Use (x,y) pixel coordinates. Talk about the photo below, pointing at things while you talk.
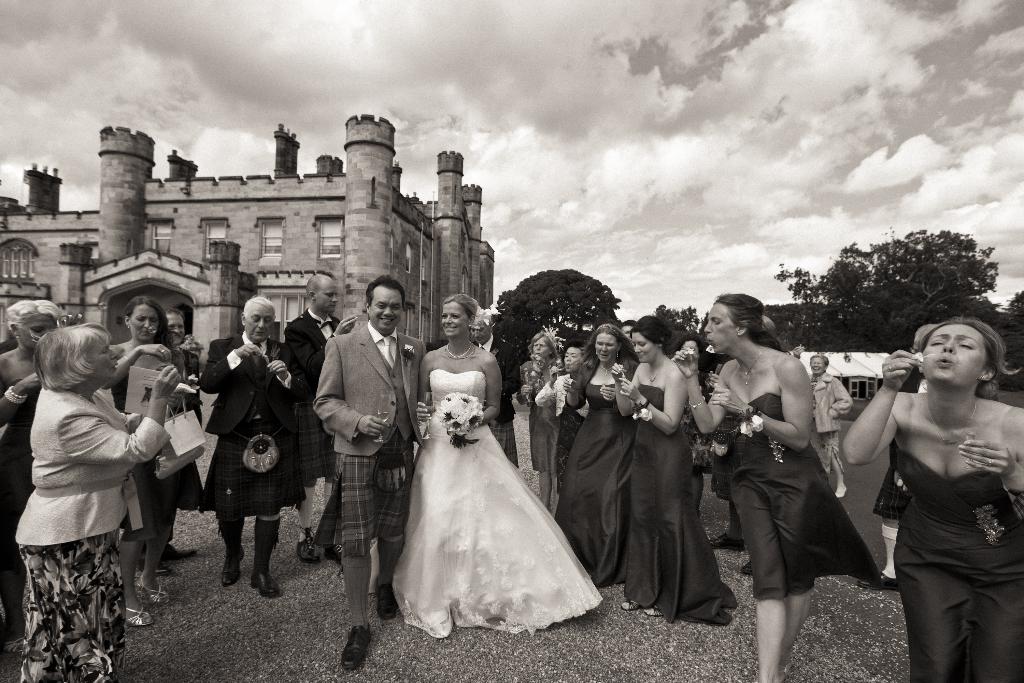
This is a black and white picture, in the front (153,462) there are many people (251,494) standing, in the middle (406,386) the couple (409,337) seems to be newly married, in the back (235,235) there is a castle (232,231), on the right side (846,300) there are trees (788,314) beside the castle (298,304) and above its sky (480,61) with clouds (883,40).
